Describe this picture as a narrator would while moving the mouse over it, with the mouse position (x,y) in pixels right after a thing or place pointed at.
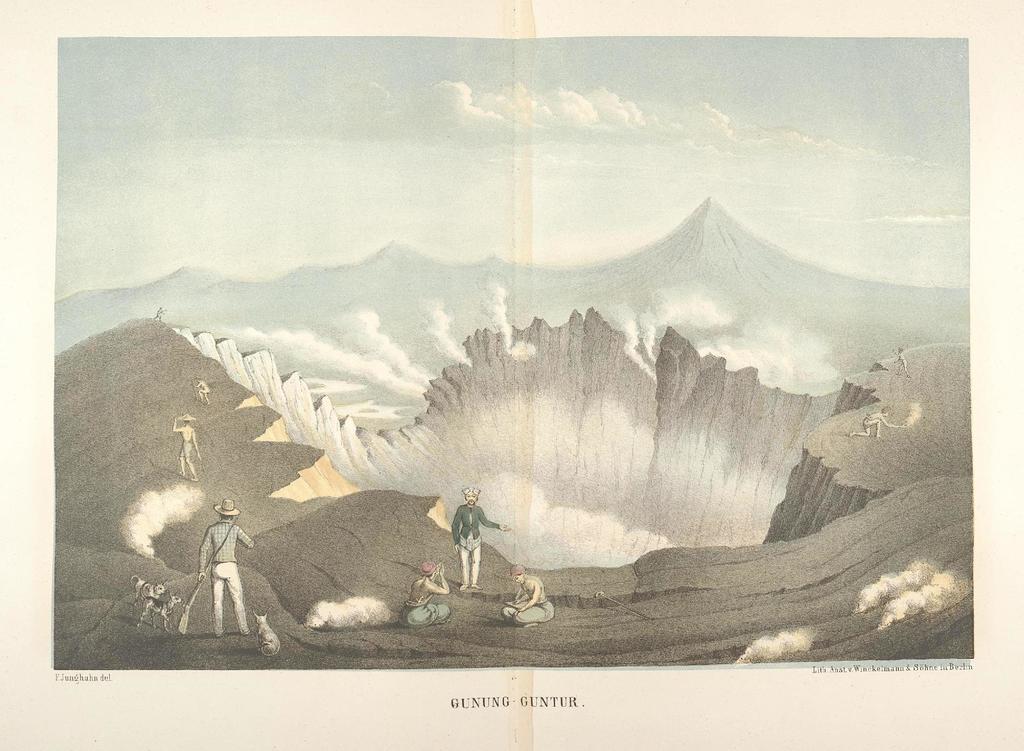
In this picture we can see the photograph paper (455,639). In the front (455,608) we can see the group of people (216,572) sitting and standing on the mountain (496,648). On the top (386,202) there is a sky (468,185) and clouds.
